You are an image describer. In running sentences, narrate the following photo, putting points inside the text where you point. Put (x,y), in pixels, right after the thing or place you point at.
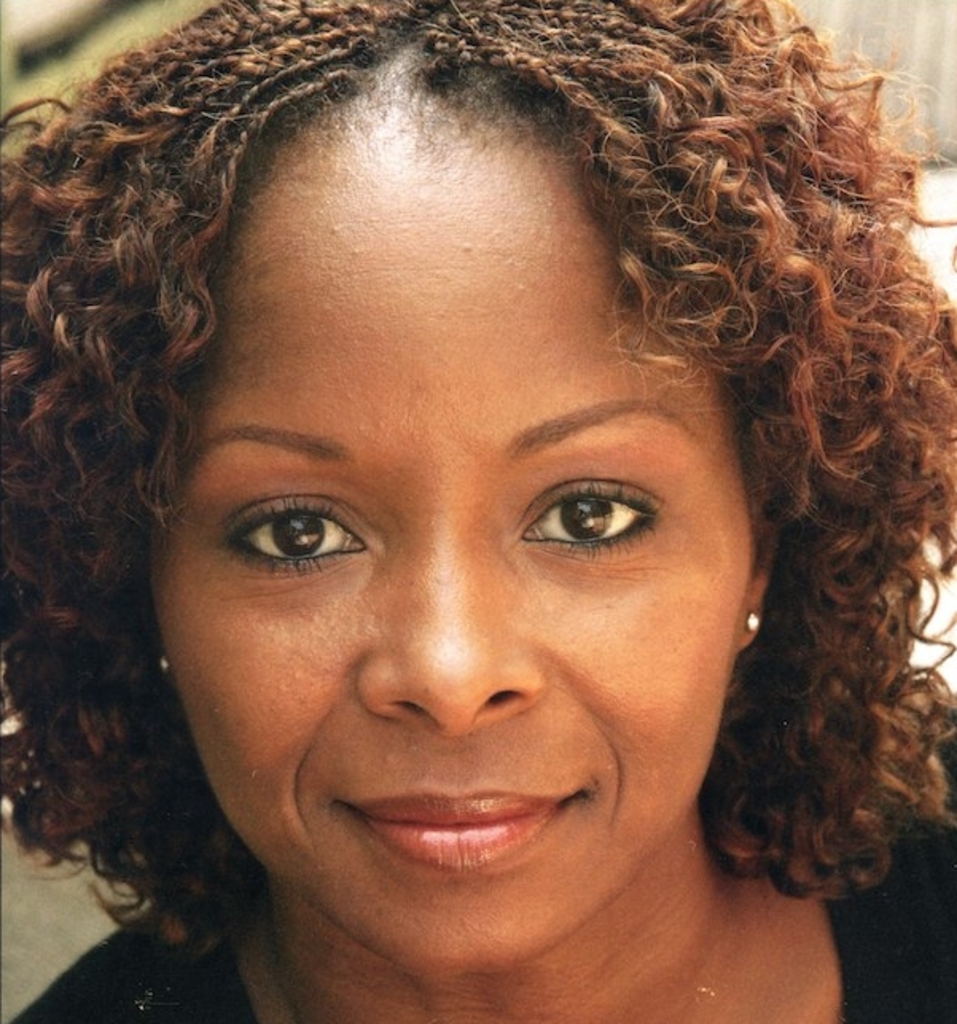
The picture consists of a woman (748,487), she is having curly hair (672,137) and wearing a black t-shirt (931,869). The background (16,892) is not clear.
